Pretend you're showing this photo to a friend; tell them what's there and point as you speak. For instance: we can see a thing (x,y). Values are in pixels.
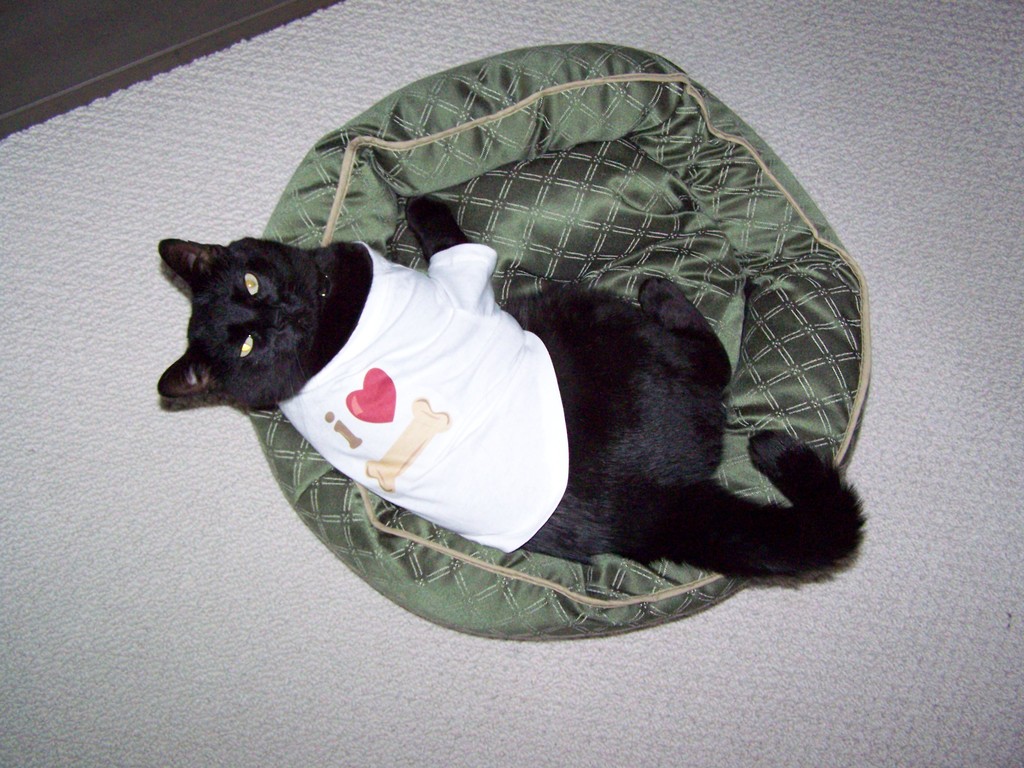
In the picture I can see a black color cat (452,334) is lying on an object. The cat (457,409) is wearing white color clothes (457,418). I can also see a white color surface (148,537).
